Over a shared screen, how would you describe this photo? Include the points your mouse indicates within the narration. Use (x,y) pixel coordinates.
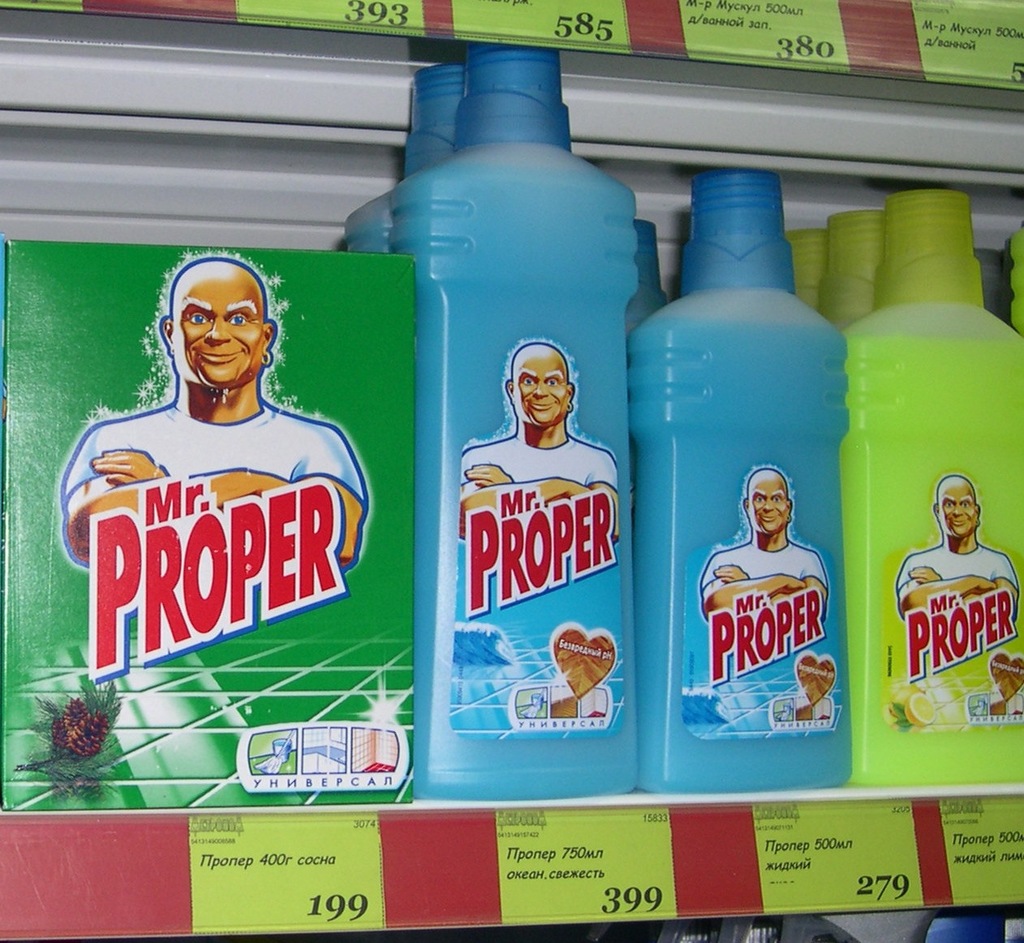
A picture of a rack (1005,784). In this rack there are bottles (907,507) and box (232,460). This bottles (520,436) and box (279,450) name is Mr. Proper. On this rack (1006,134) there are different type of tags (699,31).
